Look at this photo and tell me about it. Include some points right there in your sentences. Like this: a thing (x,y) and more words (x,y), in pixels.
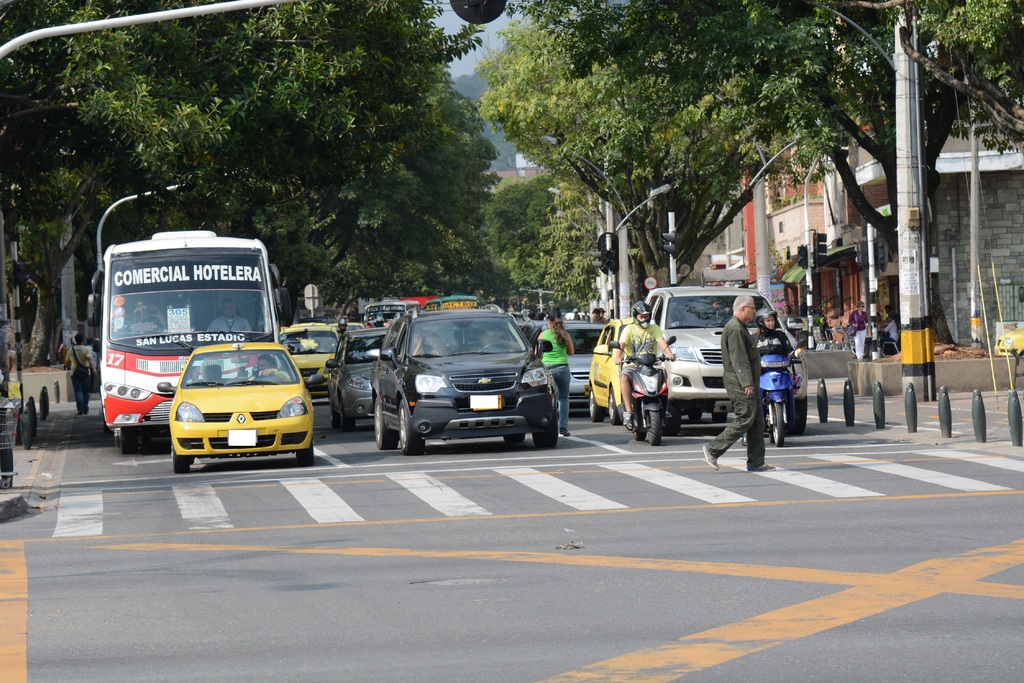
Vehicles (660,359) and persons (730,353) are on the road (307,515). Background (647,224) there are signal light poles (665,237), buildings (814,182) and trees (301,114). These two people (664,339) are sitting on motorbikes (649,353).
